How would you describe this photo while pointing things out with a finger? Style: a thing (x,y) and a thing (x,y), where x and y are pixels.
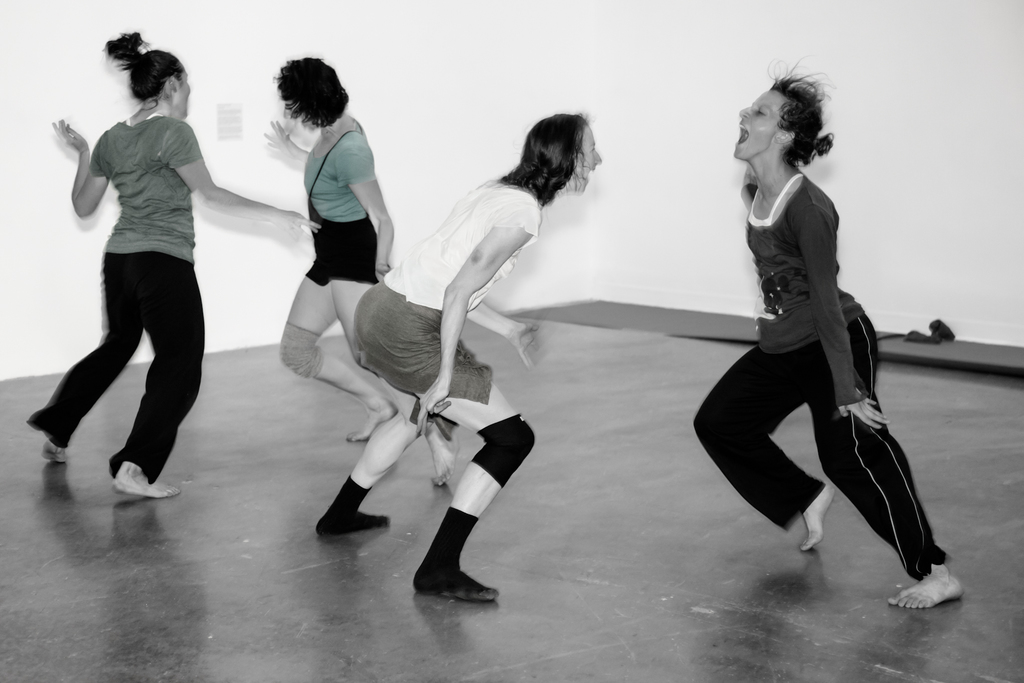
In this image there is floor (639,578) at the bottom (639,578). There are people (705,425) in the foreground (531,454). There is an object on the right corner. And there is a white colored background (951,121).
